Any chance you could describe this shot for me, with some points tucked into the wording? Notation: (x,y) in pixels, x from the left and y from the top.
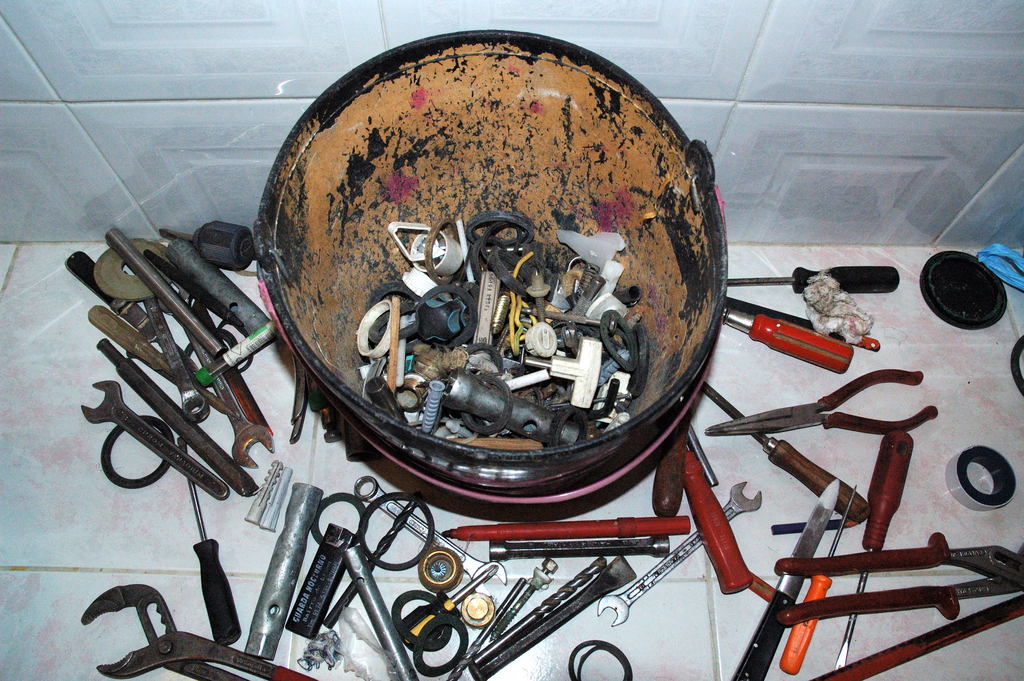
In this image I can see a bucket (585,228) and there are some objects (560,332) in it. On the floor (61,661) there are screwdrivers (421,624), wrenches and there are some other tools (1001,589). In the background (148,72) it looks like a wall (309,73) with marbles (186,82).
